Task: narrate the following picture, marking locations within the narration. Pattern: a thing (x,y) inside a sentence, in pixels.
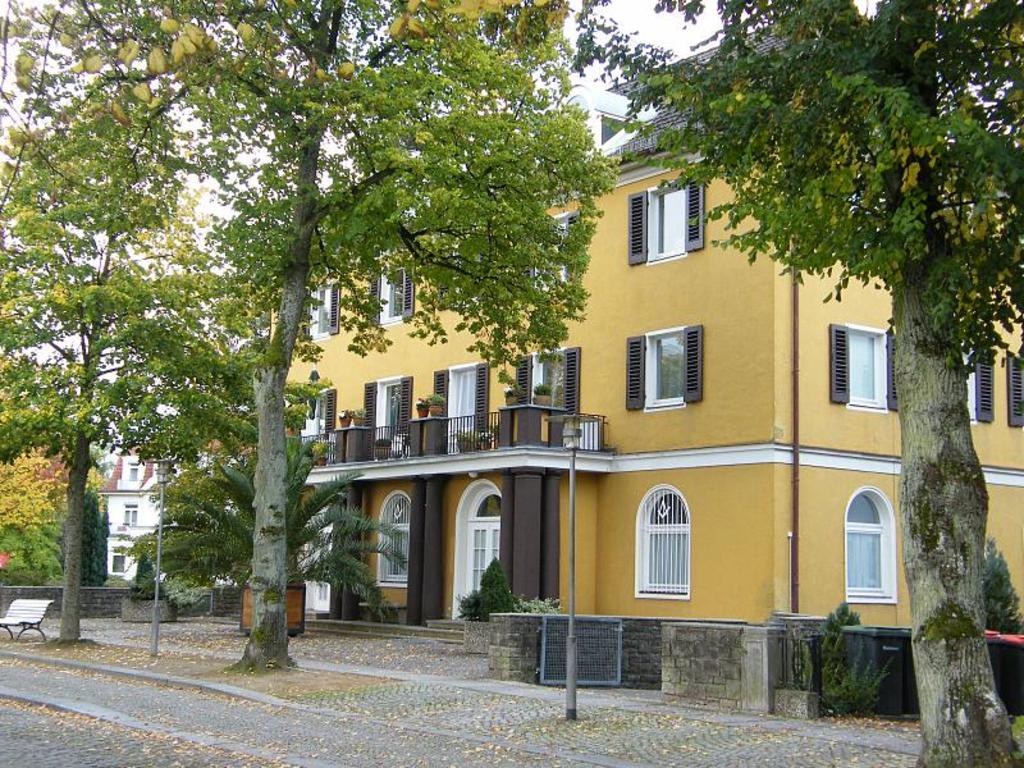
In the picture we can see a path (342,748) with some poles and lamps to it and trees (954,620) and near to it, we can see a building (340,615) with windows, doors (477,546) and some plants (476,598) and in the background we can see a sky (214,197).
